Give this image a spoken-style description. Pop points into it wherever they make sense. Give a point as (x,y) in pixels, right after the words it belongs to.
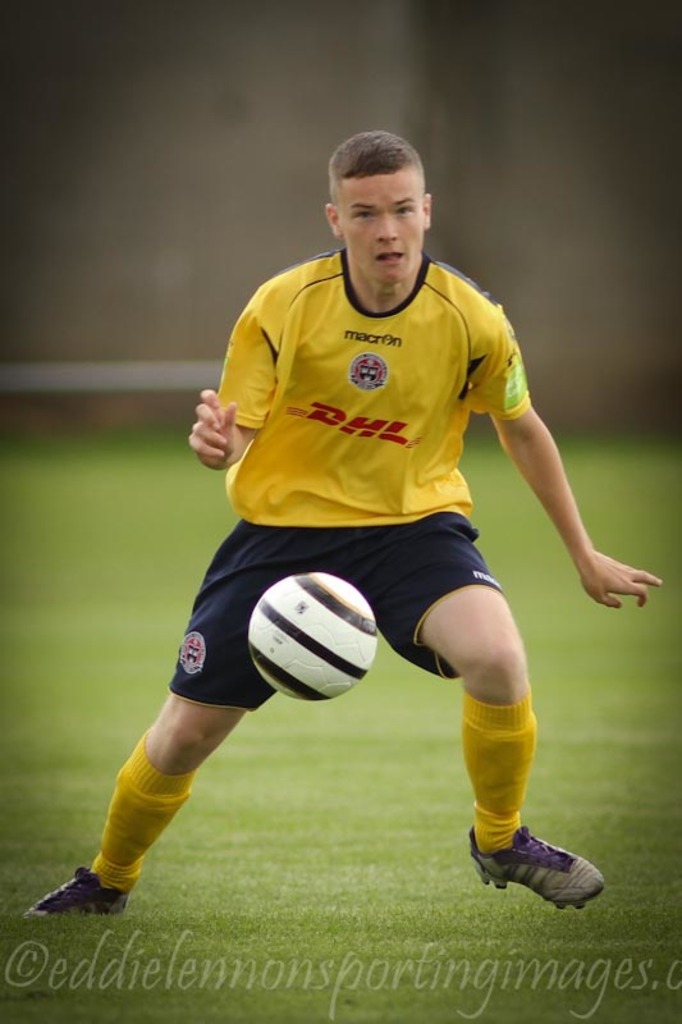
In this picture we can see a man (422,501), he wore a t-shirt (380,407), shorts (422,527) and shoes (480,856), at the bottom (274,849) there is grass (380,885), we can also see text (251,959) at the bottom (266,966), in the background (161,181) there is a wall (181,139), we can see a ball (298,605) in the middle (287,617).
